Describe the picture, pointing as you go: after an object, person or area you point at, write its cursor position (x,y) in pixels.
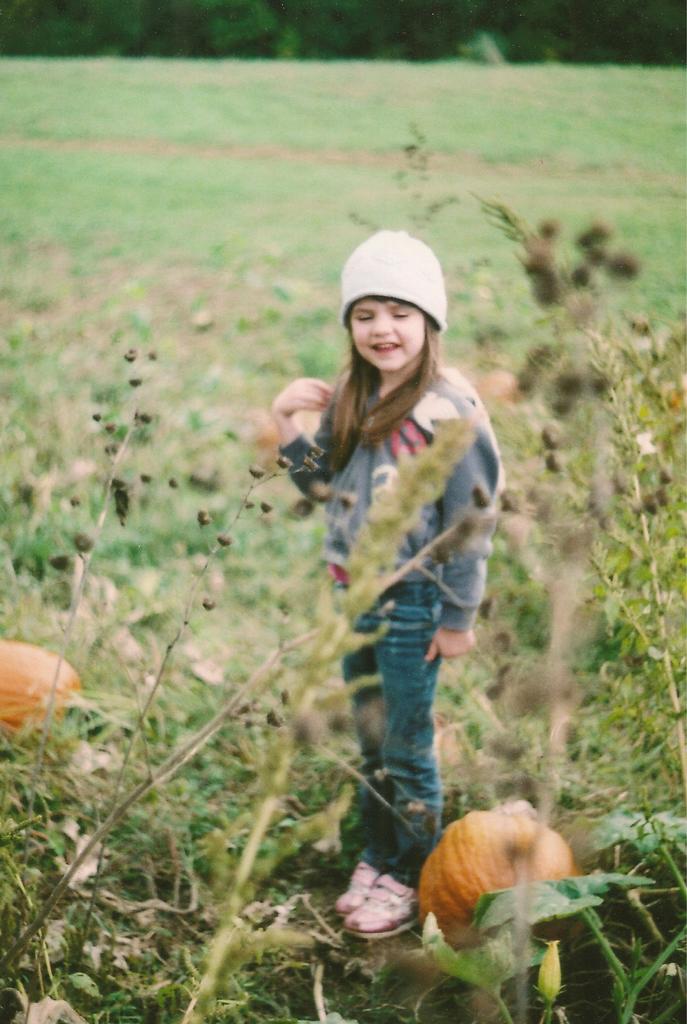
In this image, we can see a girl (393,829) is standing and smiling. She wore a cap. Here we can see few pumpkins (464,864), plants (263,711). Background (464,153) there is a blur view. Here we can see grass (315,174).
